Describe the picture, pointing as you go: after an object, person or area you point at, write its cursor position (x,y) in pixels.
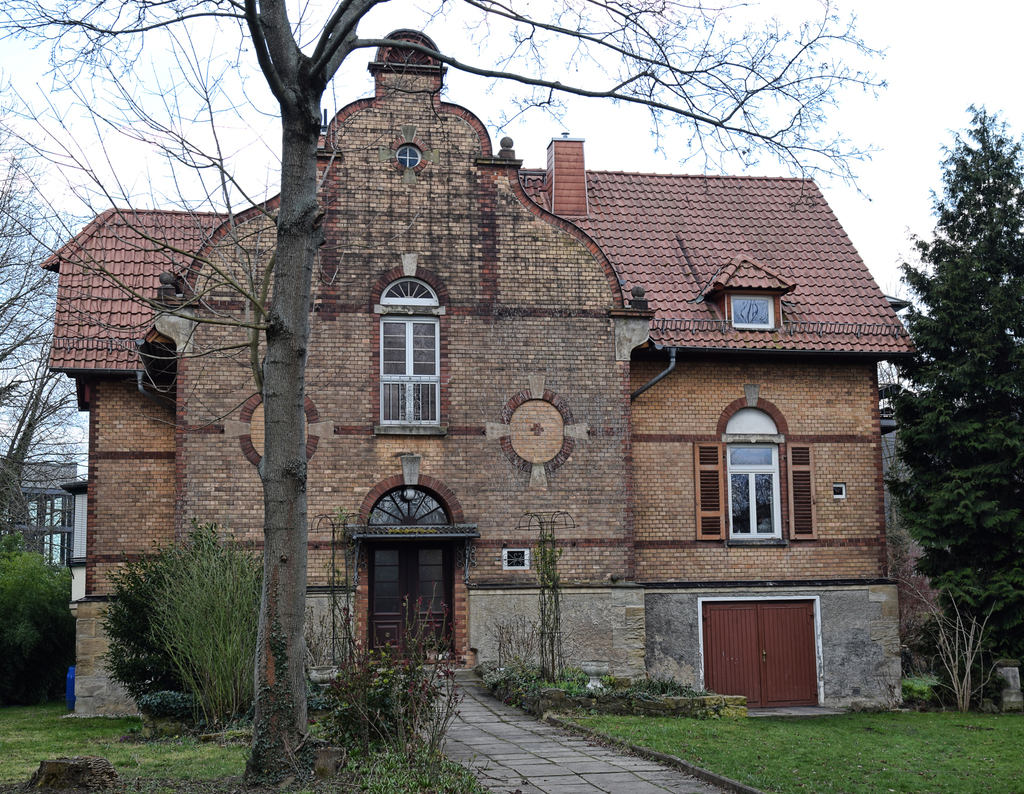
In the given picture, we can see a few tiny plants (351,760) and the trunk (272,730) of a tree (274,6), after that we can see the building (493,454) included with windows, next we can see the way (467,689) which leads to building entrance gate (422,601), finally towards the right (945,657), we can see the tree (970,591) and a garden (73,723).
